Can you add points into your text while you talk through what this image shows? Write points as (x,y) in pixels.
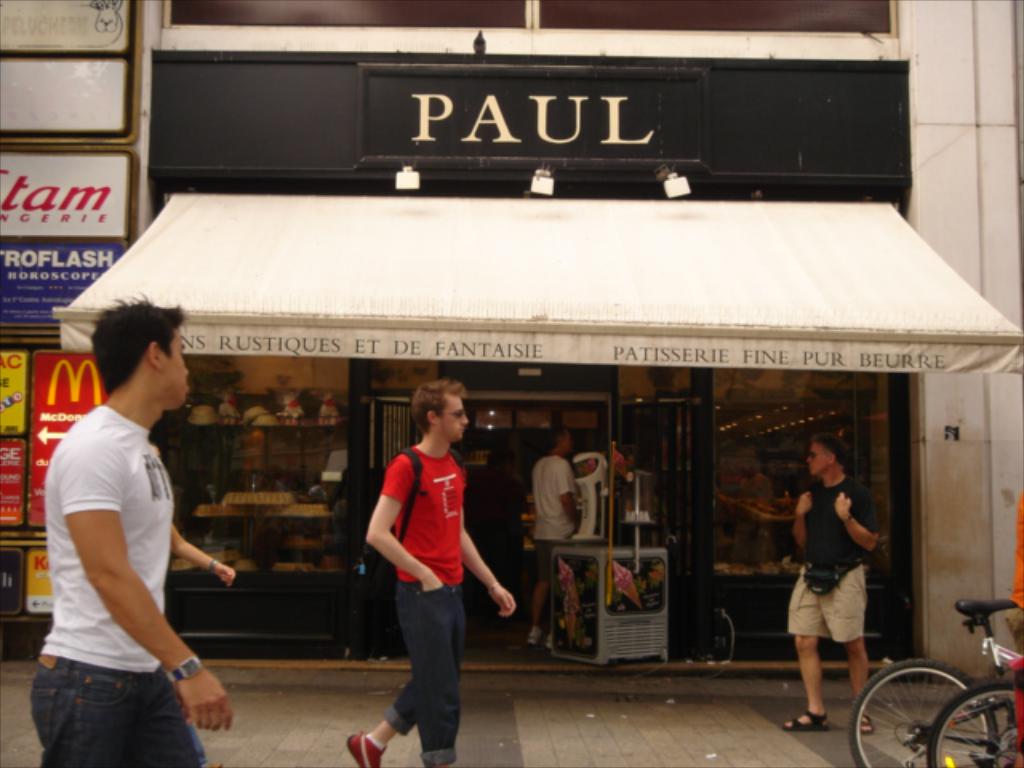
In this image people (75,591) are walking on the pavement (647,697) having bicycles (933,694). Few people (544,512) are inside the building (527,535) having few boards (21,306) attached to the wall (281,127). Left side (319,515) there are racks (305,490) having few objects (296,415). Beside there is a door (529,589). There is an object (583,618) kept before the door (526,576). Middle of the image (440,493) there is a person (426,532) wearing a bag (364,554).
